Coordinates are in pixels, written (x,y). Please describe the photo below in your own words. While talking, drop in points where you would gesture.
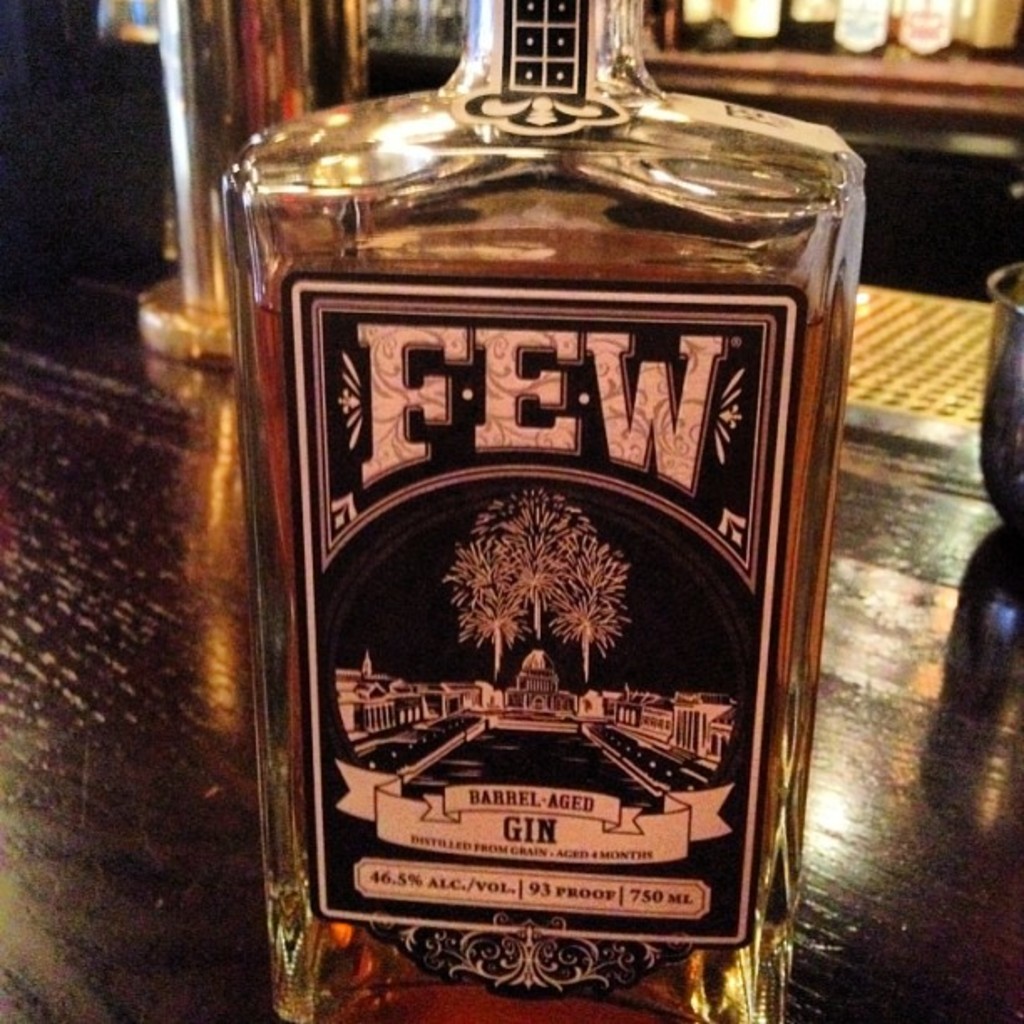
In this image there is a bottle (536,817) on the table (41,657) which is labeled as few and there is a building (381,683) as a logo (505,577) on the label (537,428).
